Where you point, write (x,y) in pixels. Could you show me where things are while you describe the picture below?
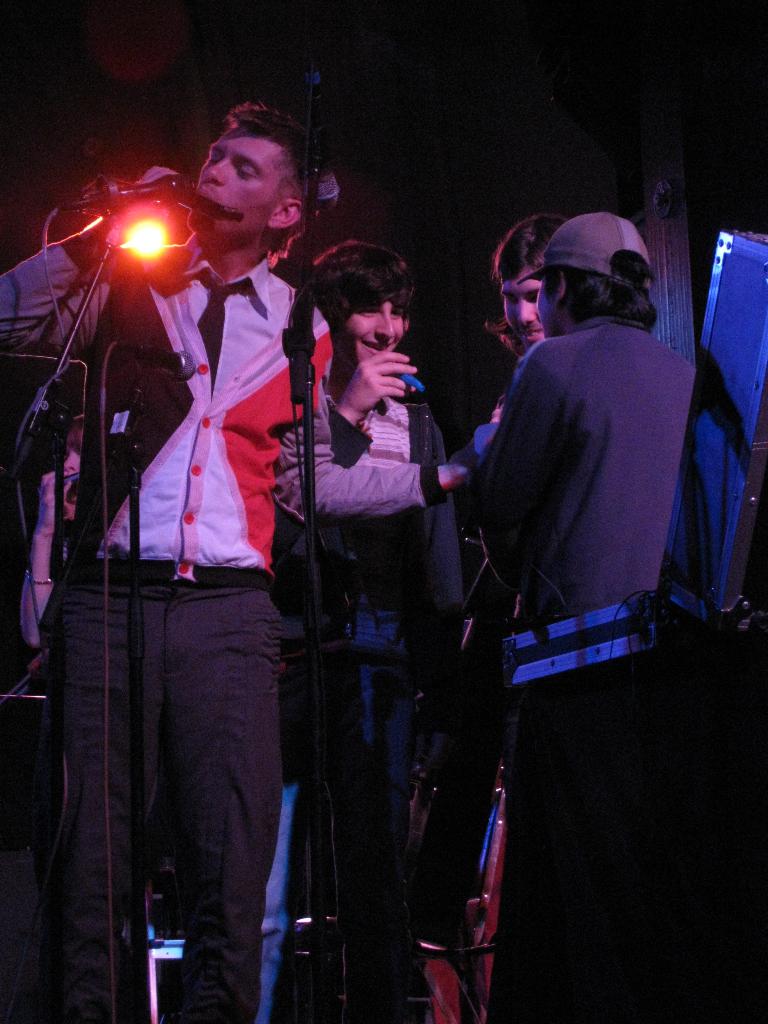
There is a group of a people (415,452). They are standing on a stage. They are playing a musical instruments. In the center (387,427) we have a person (346,379). He is holding a blue object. He is smiling. On the right side (610,492) we have a another person (605,539). He is wearing a cap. on the left side (154,412) we have a white color shirt person (152,499). He is holding a mic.
